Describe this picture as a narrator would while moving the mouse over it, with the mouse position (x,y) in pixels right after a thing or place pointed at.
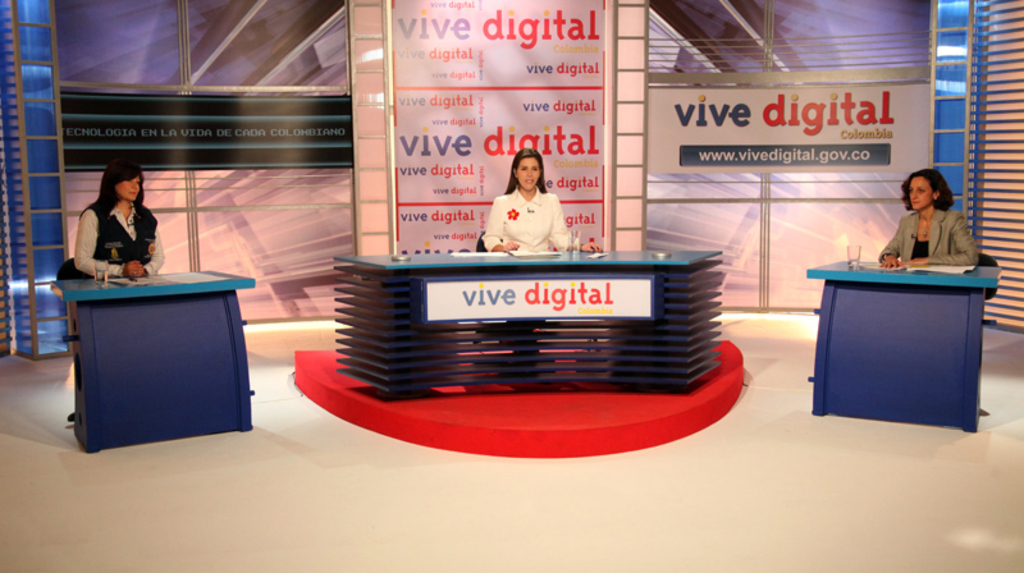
In this picture we can see three ladies (106,236) sitting on the different chairs (87,275) in front of the desk (945,344).
